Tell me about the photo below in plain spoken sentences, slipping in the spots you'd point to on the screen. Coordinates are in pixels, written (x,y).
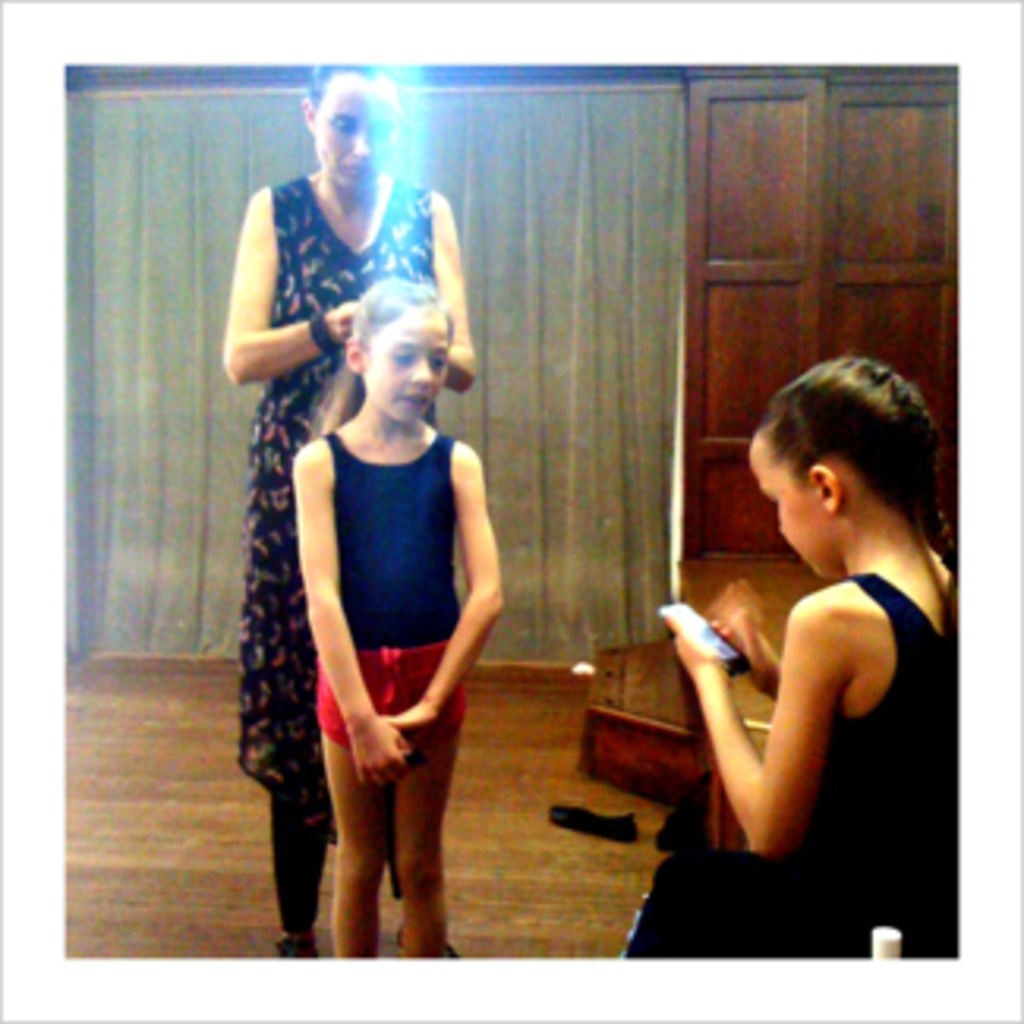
On the right (780,671) we can see a girl (801,749) holding a mobile (705,625). Towards left (317,513) we can see a woman (354,227) and a girl (390,615) standing. In the background (477,319) there are curtain (645,235) and door (826,184). At the bottom (453,835) there are shoes (595,822) and floor (126,820).
